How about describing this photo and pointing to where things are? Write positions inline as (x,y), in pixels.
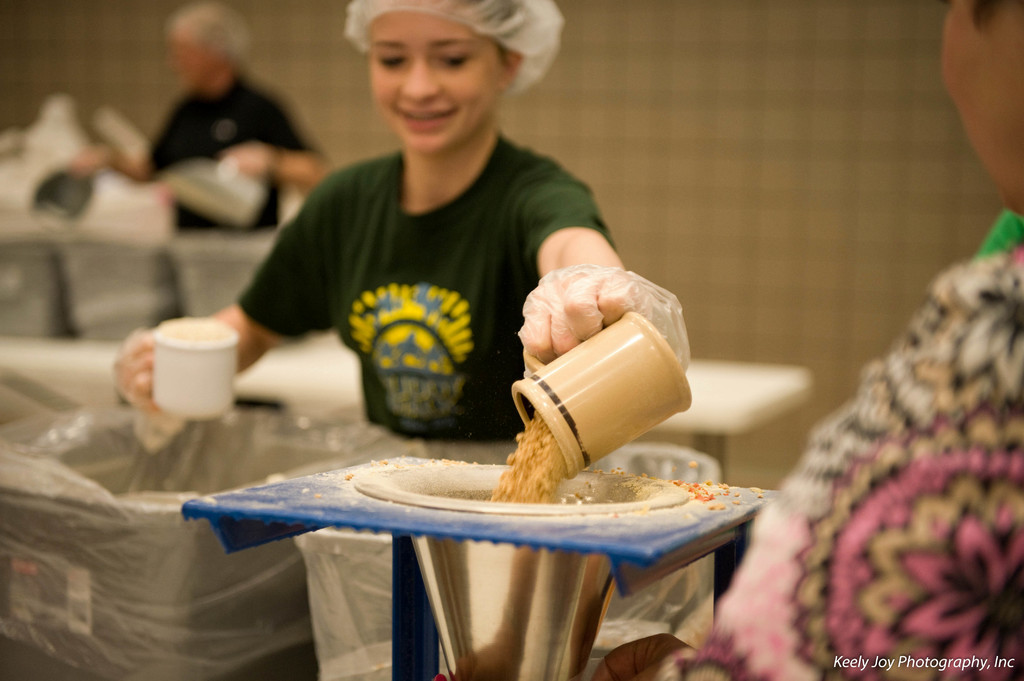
This image consists of a woman (376,270) holding a cup (591,417). It looks like they are pouring the grains (515,502). She is wearing a green T-shirt (440,284). In the background (738,162), there is a wall (931,213).
